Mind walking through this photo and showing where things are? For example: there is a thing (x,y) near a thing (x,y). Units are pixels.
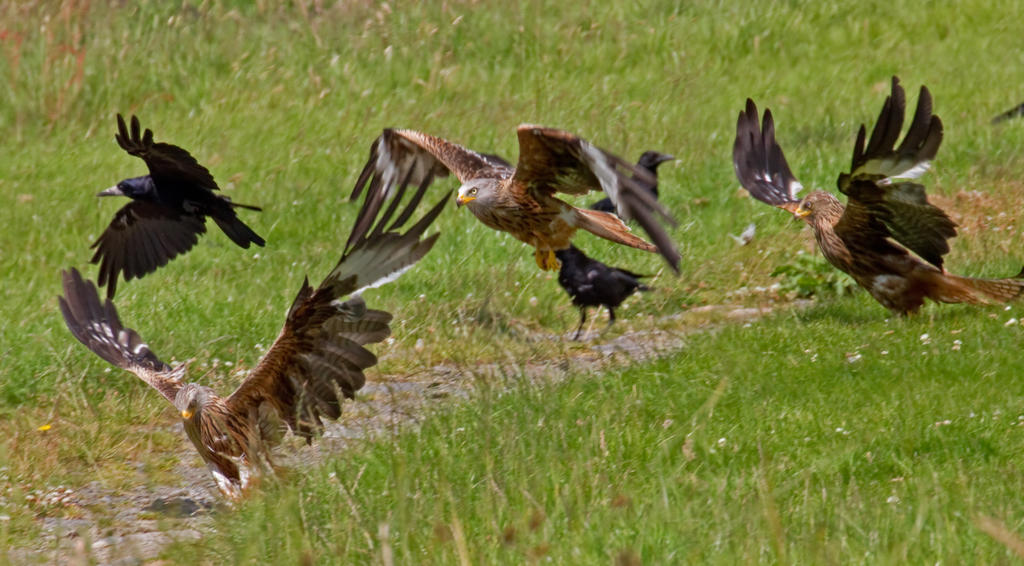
In this picture there are some brown eagles (346,290) sitting and flying on the grass field (500,493).
